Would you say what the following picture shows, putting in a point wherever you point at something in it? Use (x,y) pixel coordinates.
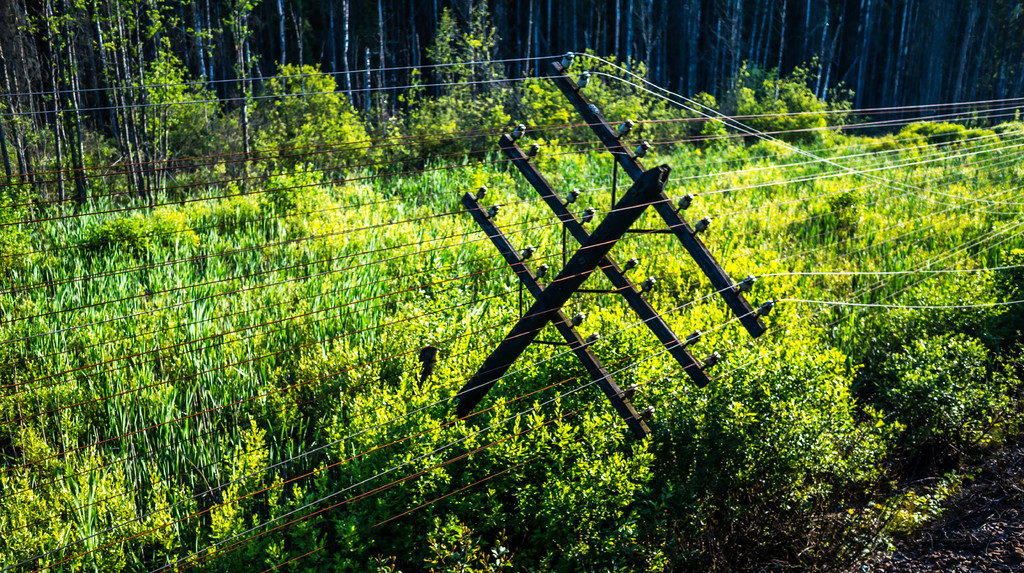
In the middle of this image (643,199), there is a pole (602,125) having electric lines (472,452). At the bottom of this image (917,454), there are plants (286,352) on the ground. In the background (947,52), there are trees (648,71) and plants (196,90) on the ground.
